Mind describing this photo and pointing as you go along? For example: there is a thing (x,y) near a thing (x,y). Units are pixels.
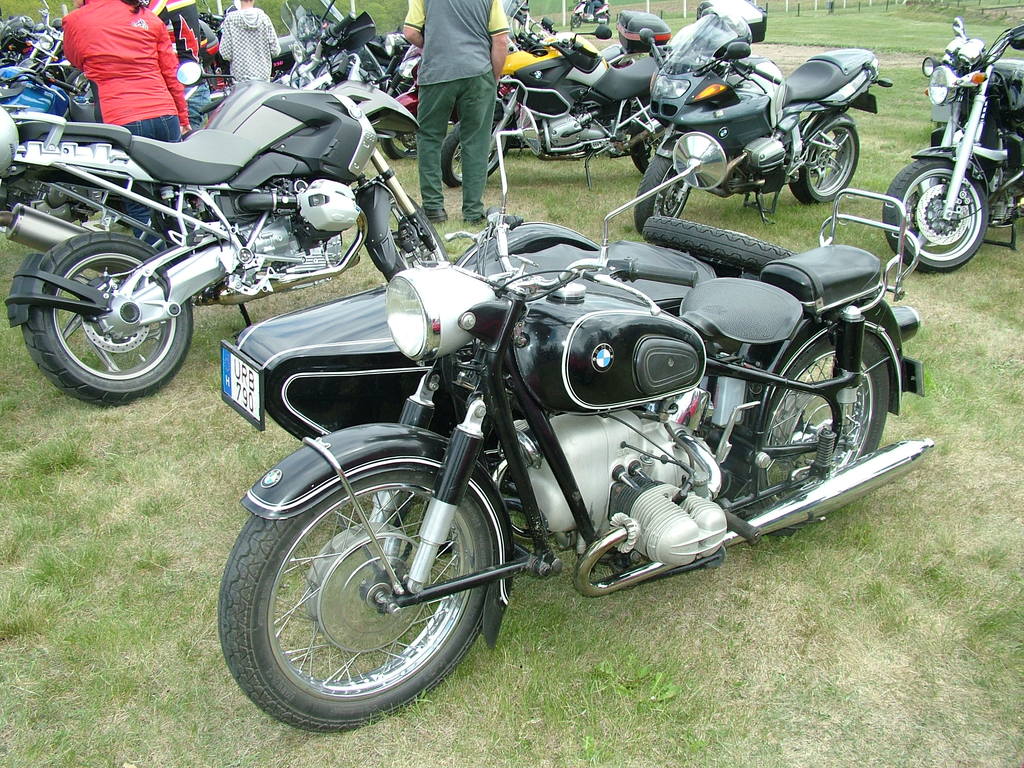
There are four persons (168,120) and this is grass (205,617). Here we can see bikes (690,229).
